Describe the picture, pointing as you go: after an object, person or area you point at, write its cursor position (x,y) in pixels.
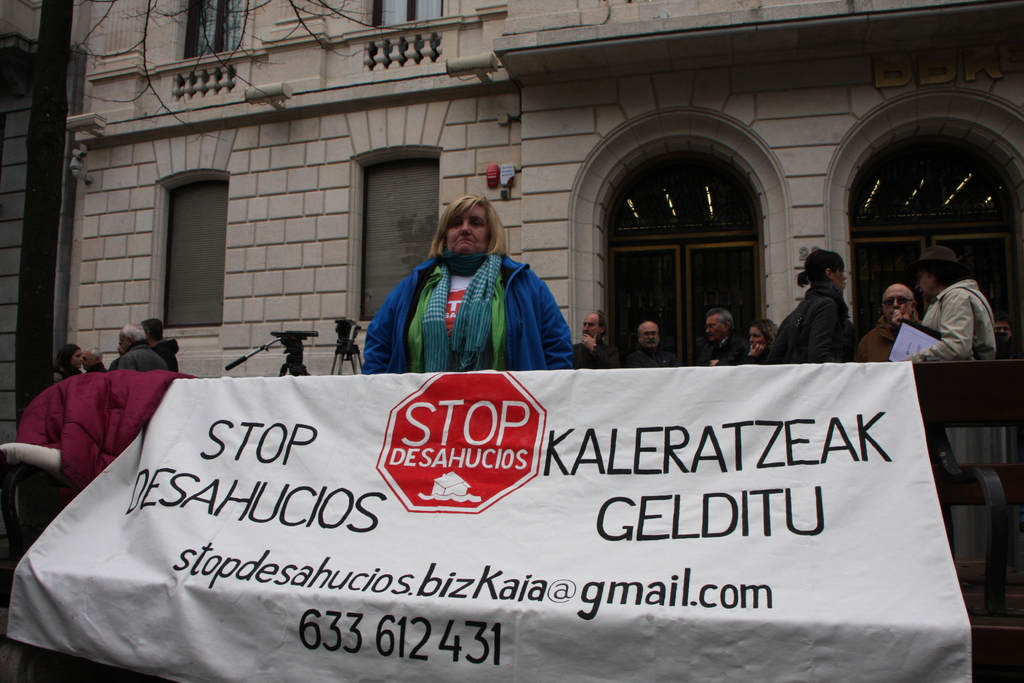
This image consists of a woman (444,333) wearing blue jacket (400,325). In front of her, there is a banner (505,538). In the background (182,365), there are many people (871,336) standing and there is a building (756,203) along with doors (863,181) and windows (861,195).
